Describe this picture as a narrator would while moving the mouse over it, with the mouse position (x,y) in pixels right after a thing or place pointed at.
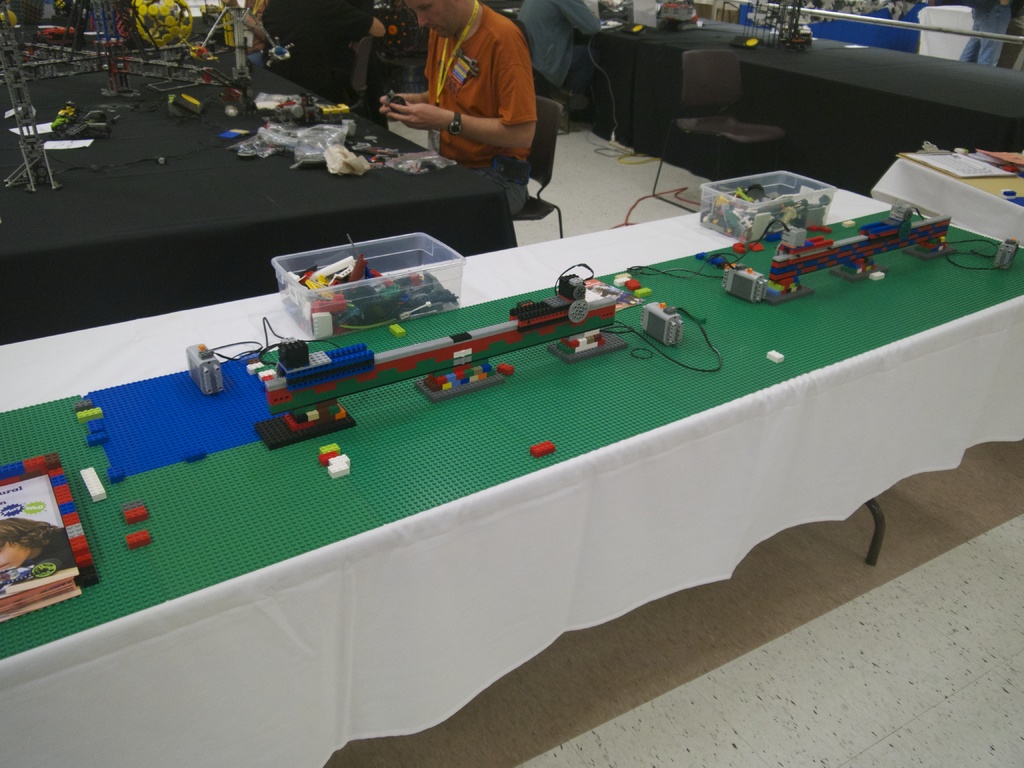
In this image there are tables (466,186) and we can see blocks (470,368), boxes (376,320), books (23,541) and some things (241,144) placed on the tables (145,231). We can see people (470,59) sitting. At the bottom (784,603) there is a floor (691,659).
